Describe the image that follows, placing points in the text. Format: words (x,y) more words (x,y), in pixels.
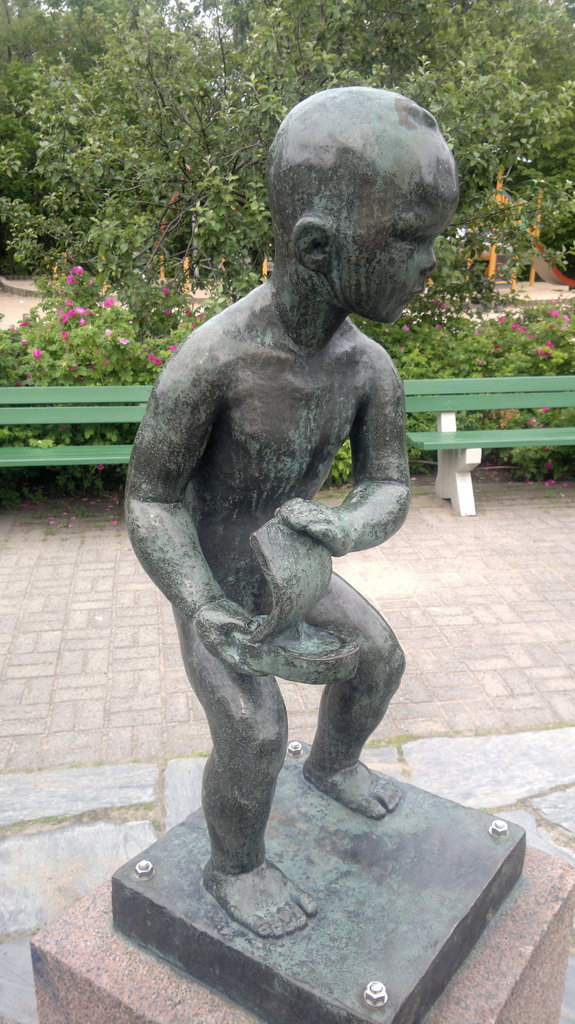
In the image we can see there is a statue (305,438) of a kid (301,923) holding an object (333,655) in his hand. Behind there is a bench (86,389) and there are plants (3,353) and trees (399,78).
